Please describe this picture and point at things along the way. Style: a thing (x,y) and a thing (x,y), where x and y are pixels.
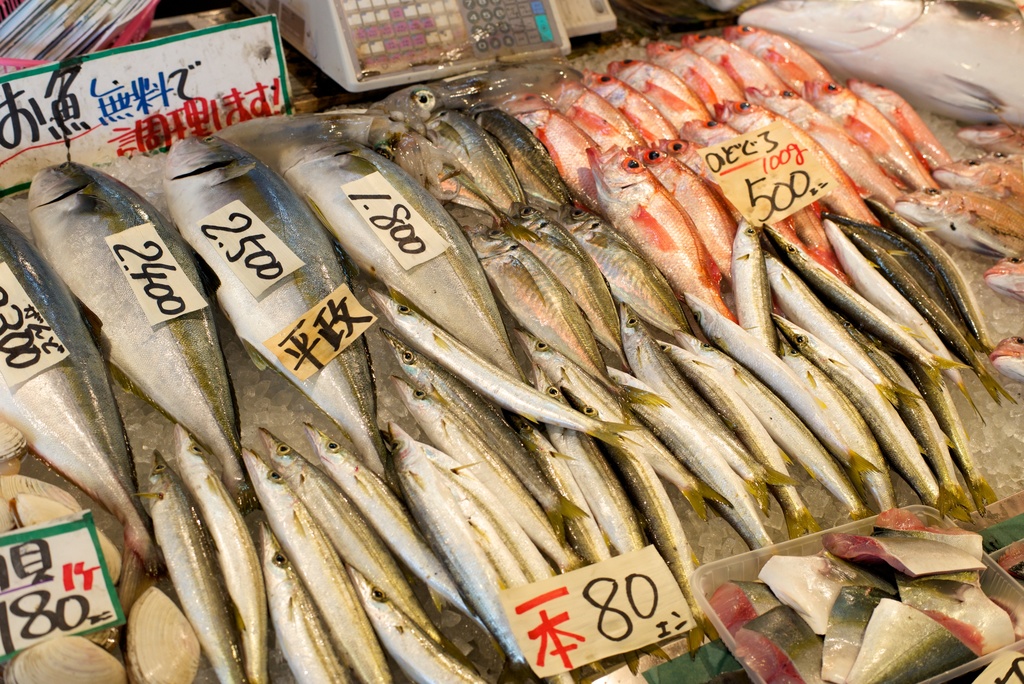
In the foreground of the picture (973,313) there are fishes (463,586) with rate tags (573,608). At the top (423,47) there are papers (69,42), name plate (117,101) and a machine (446,30).
